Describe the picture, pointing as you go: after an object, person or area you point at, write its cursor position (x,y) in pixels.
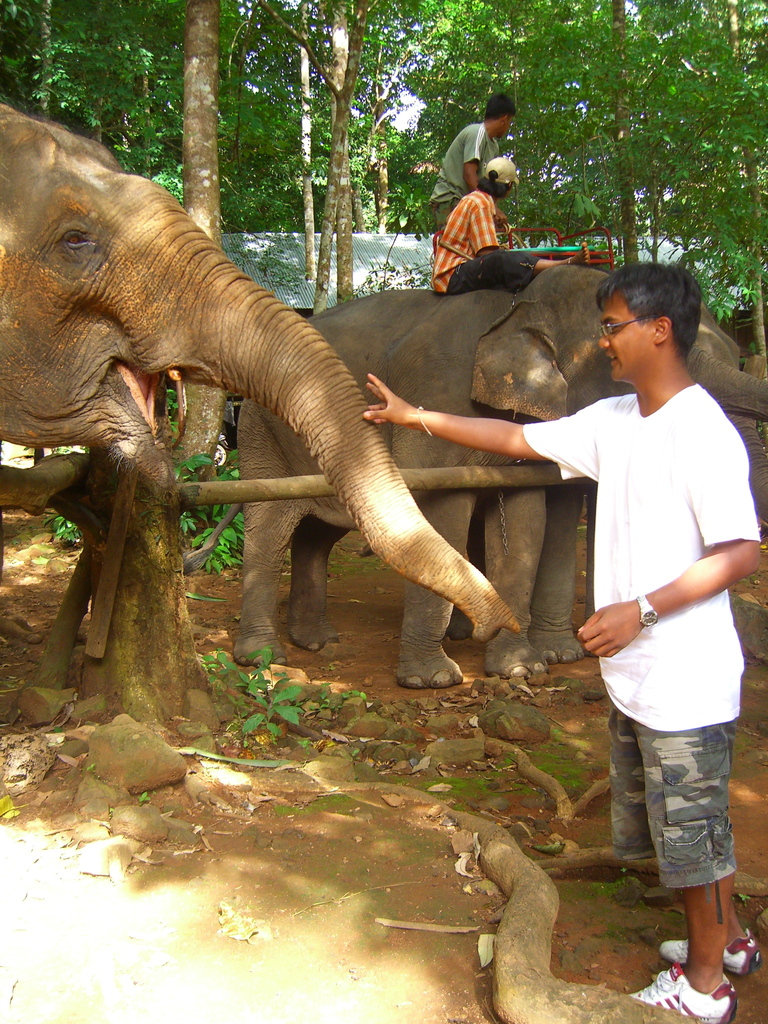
In the foreground of this picture (606,419), there is a man (648,764) on the right side of the image (673,725) touching the trunk (333,398) of an elephant (343,379) which is on the left side (149,292). In the background (463,232), there is a man (464,220) sitting on an elephant (480,367), another person (478,155), trees (550,100), and the sky (401,128).
